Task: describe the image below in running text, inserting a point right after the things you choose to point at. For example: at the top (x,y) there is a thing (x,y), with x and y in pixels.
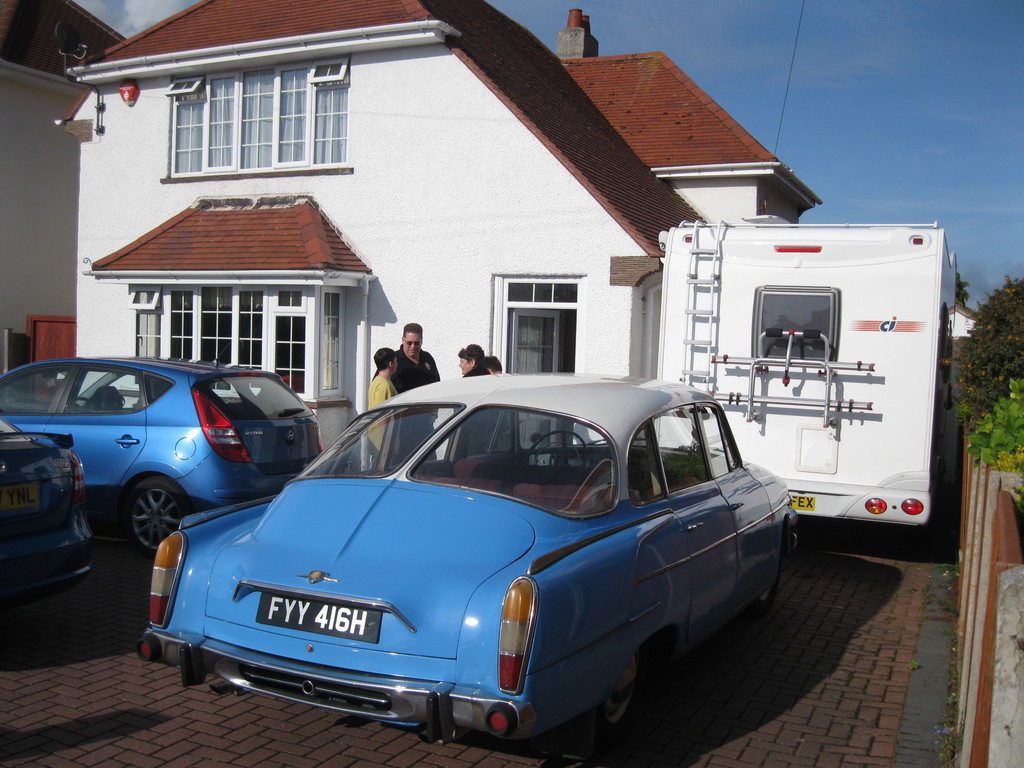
This picture is clicked outside. In the center (379,388) we can see the group of people (389,398) standing on the pavement (127,694) and we can see that cars (271,471) and a vehicle (904,345) which are parked on the ground (809,717) and we can see the houses (422,178). In the background (918,112) we can see the sky (931,83), cable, trees (987,339) and some other items (1010,596).
